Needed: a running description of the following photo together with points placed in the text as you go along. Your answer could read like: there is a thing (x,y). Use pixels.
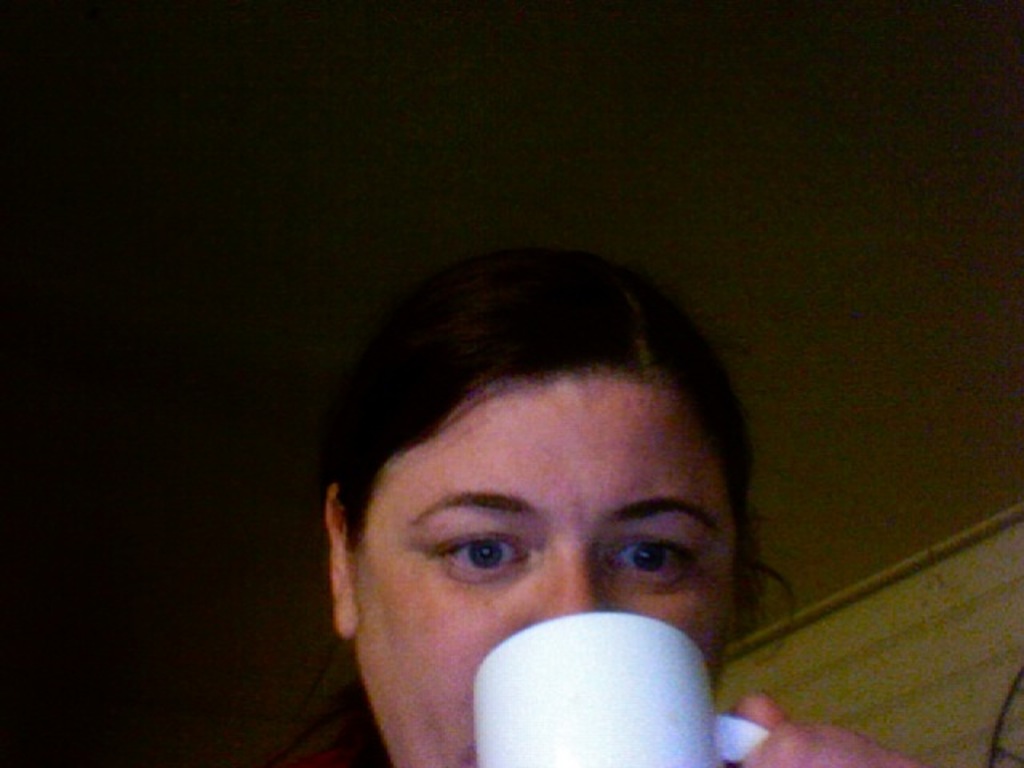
In this image, there is a person (781,725) holding a cup (744,736) with her hand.
